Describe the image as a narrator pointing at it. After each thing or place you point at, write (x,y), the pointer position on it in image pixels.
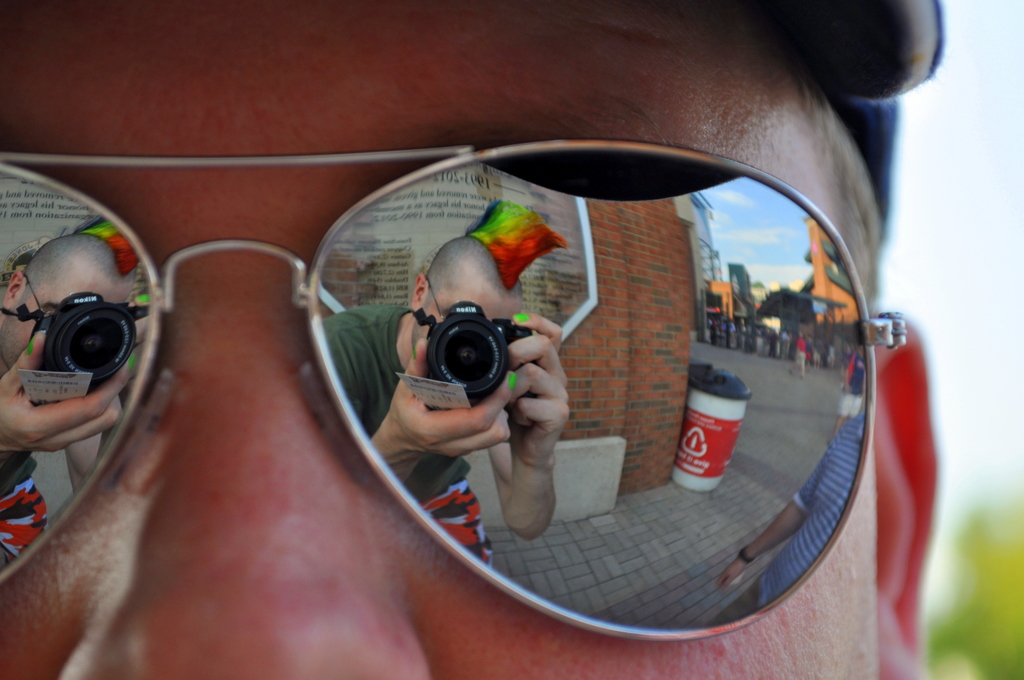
There is a zoom in a picture of a person (343,416) wearing goggles (471,441). We can see there is a reflection (512,382) of another person (497,397) in his goggles (436,340).
